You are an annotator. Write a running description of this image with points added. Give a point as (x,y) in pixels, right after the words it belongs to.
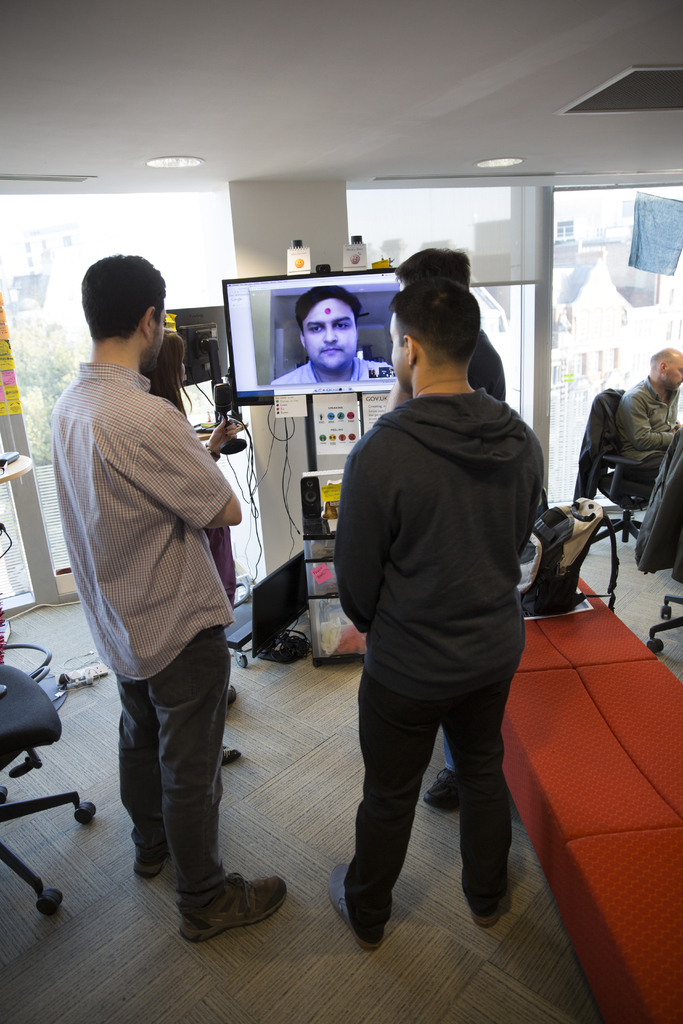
This is a picture taken in a room (228,812), there are a group of persons (150,527) standing on the floor (152,1006). In front of the people (207,625) there is a television (280,381), posters (336,414), glass window (44,240) and a wall (311,260). On the floor (228,829) there are chairs (24,702), tables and sofa (545,711). To the right side of these people (488,466) there is a man (649,430) who is sitting on chair (620,479) and there are ceiling lights (500,166) on the top (159,157).
